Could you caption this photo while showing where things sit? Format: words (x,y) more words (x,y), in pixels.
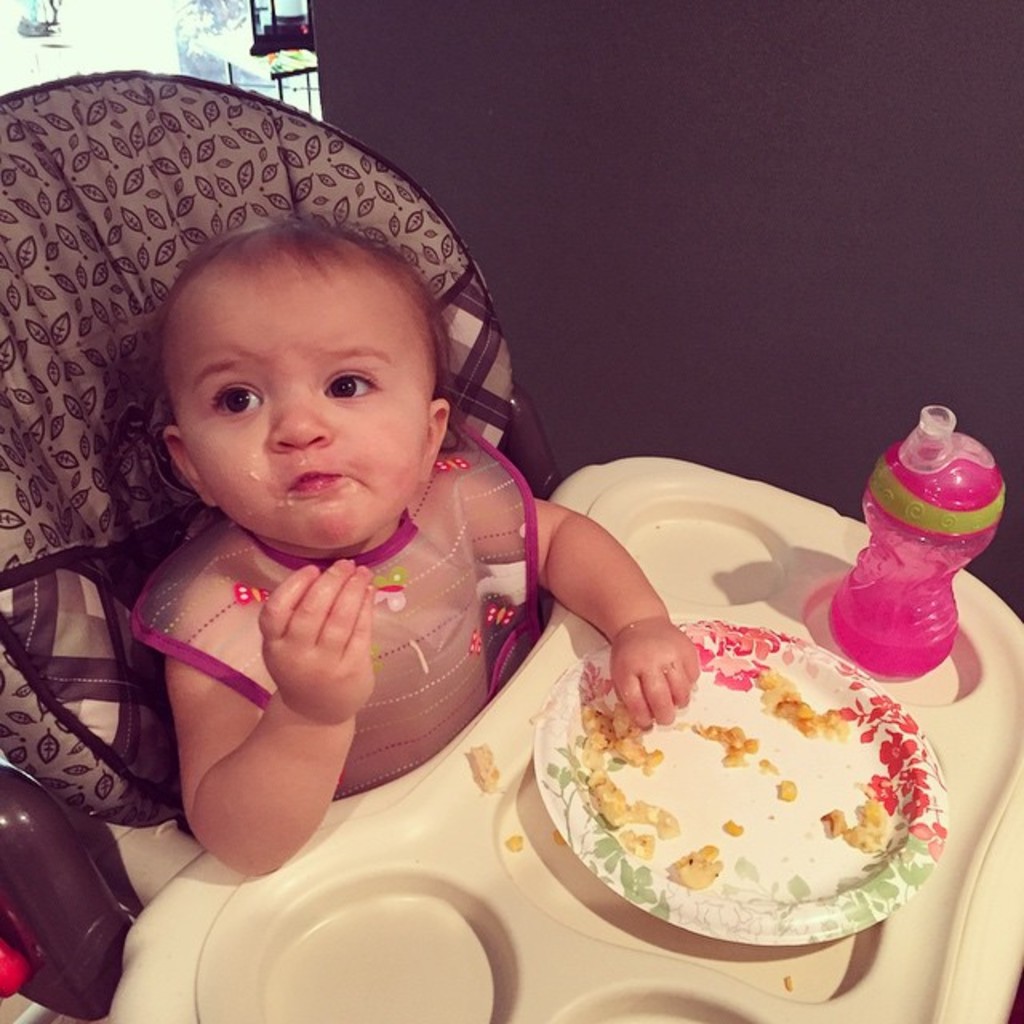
A kid (258,565) is in the high chair (124,1023) and eating food (717,740), beside food (727,749) there is a water bottle (880,537).
